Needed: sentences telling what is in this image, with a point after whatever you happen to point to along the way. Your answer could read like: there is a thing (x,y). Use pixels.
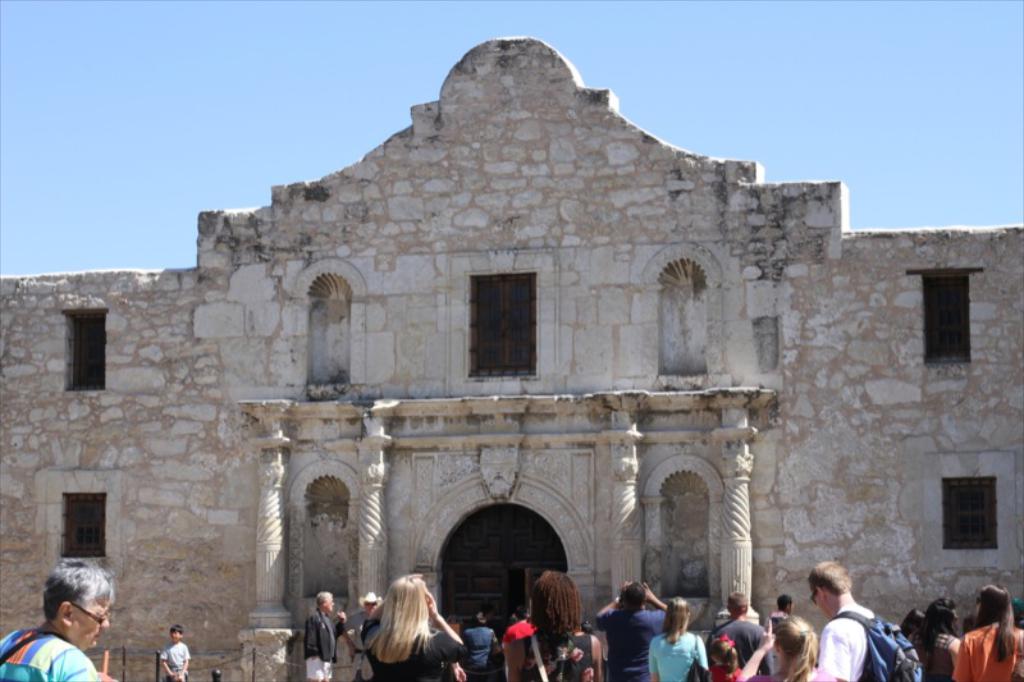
At the bottom of the image (542,613) there are people (564,626). In the background of the image (436,480) there is a stone structure (499,308) with windows (945,532), door (520,510), pillars (267,442). At the top of the image (291,27) there is sky (881,70).
